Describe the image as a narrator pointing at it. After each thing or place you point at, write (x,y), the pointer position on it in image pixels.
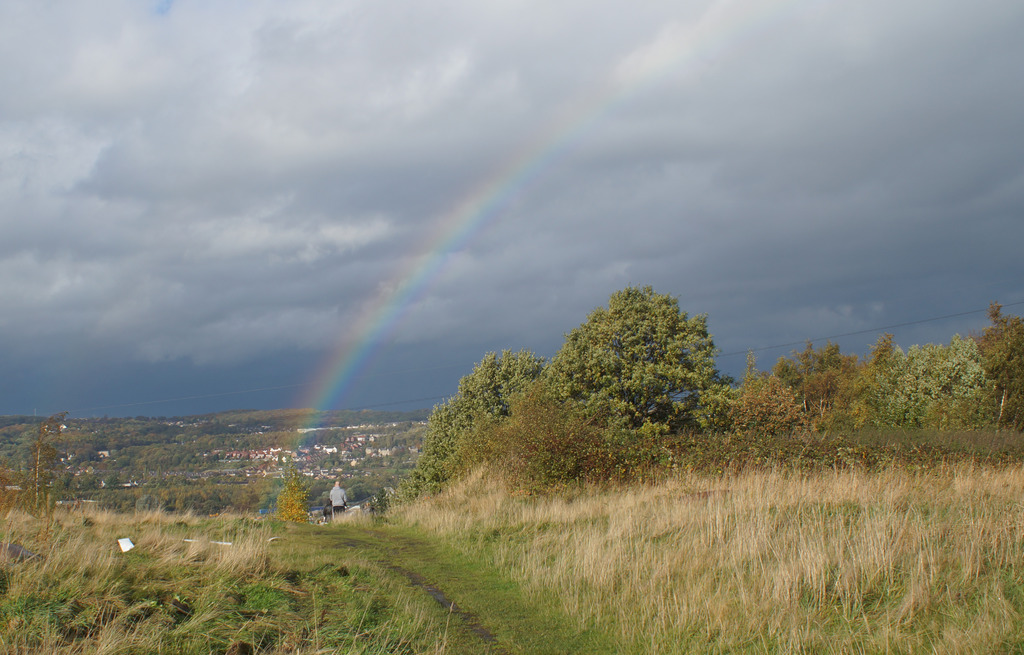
In this picture I can see a person (339,513) standing, there is grass (849,555), there are buildings (353,454), trees (373,474), and in the background (504,177) there is a rainbow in the sky (357,362).
